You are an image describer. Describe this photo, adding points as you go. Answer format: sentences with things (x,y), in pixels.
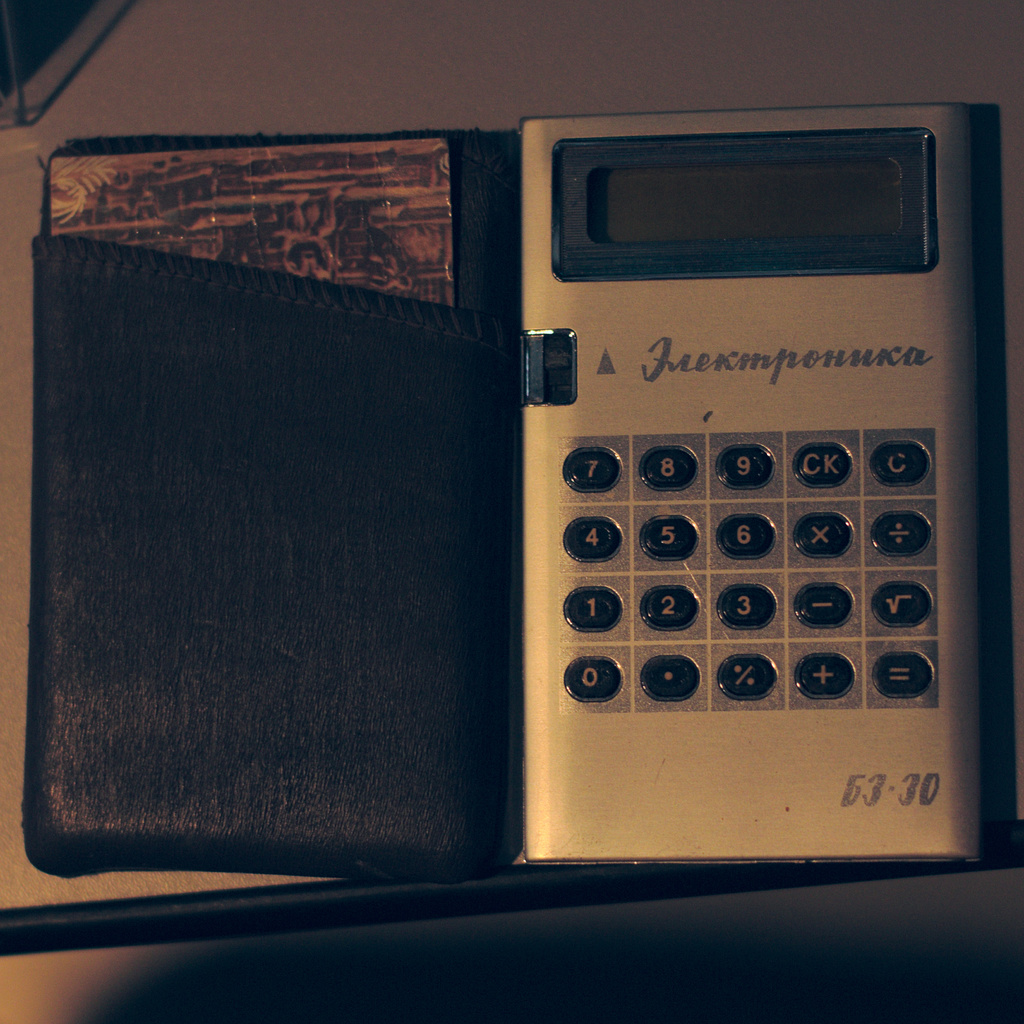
In this picture there is a calculator (641,735) and there is text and there are numbers (590,679) on the calculator (864,707) and there is a card (99,169) in the cover (461,862). At the back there is an object (93,43). At the bottom (20,880) it looks like a table (92,878).
